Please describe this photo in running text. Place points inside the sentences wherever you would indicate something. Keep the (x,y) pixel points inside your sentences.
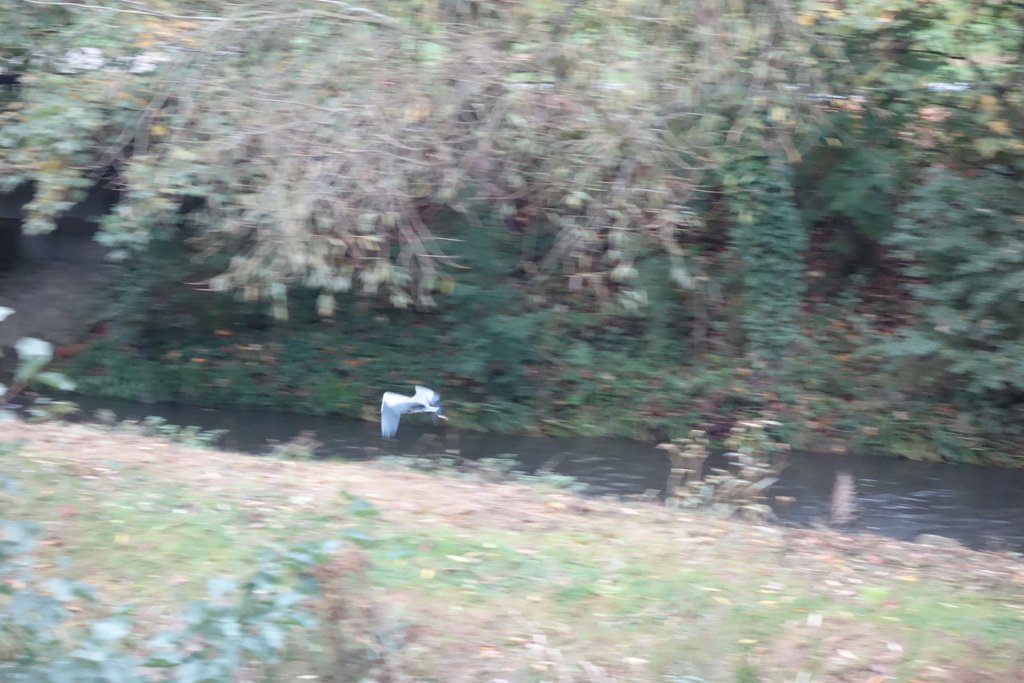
Blur image. Bird (417,410) is flying in the air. Here we can see plants (507,401), trees (804,186) and water (580,443).
